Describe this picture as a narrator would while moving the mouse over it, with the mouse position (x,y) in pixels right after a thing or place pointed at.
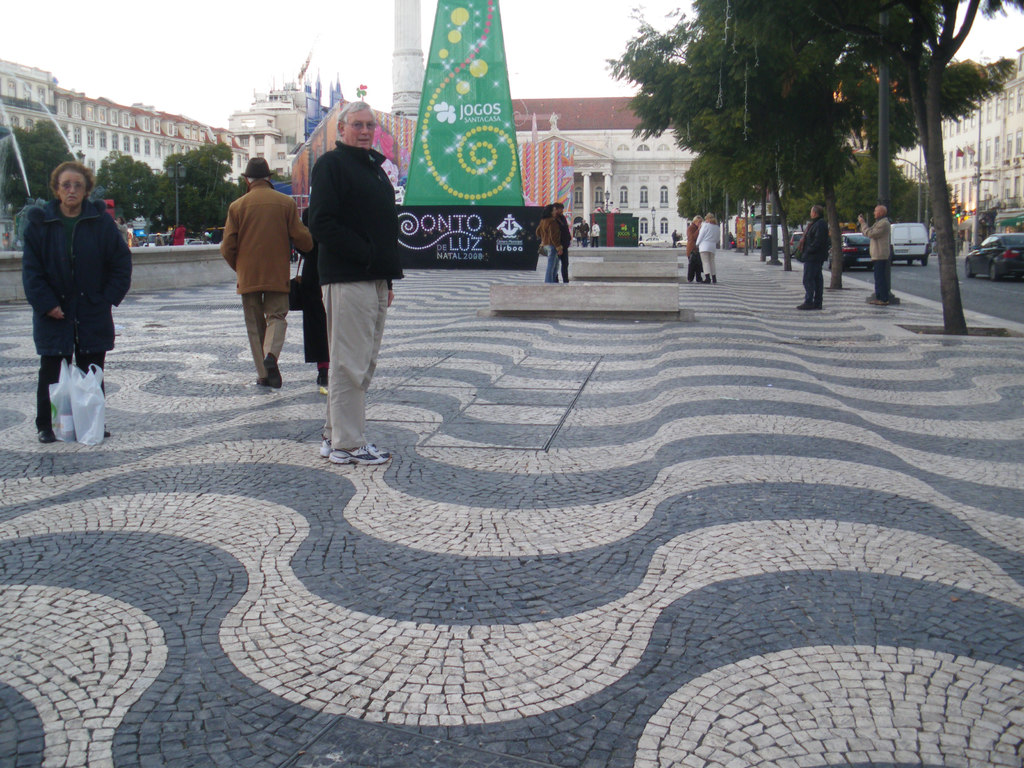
The picture is taken outside a city (300,350). In the foreground of the picture (69,293) on the pavement (417,663) there are people (323,239). On the right (906,141), there are trees (929,178), buildings (1018,121) and vehicles (918,248) on the road (974,293). In the background (333,114) there are buildings (242,136), trees (137,167) and banners (509,157). Sky (164,57) is cloudy.
